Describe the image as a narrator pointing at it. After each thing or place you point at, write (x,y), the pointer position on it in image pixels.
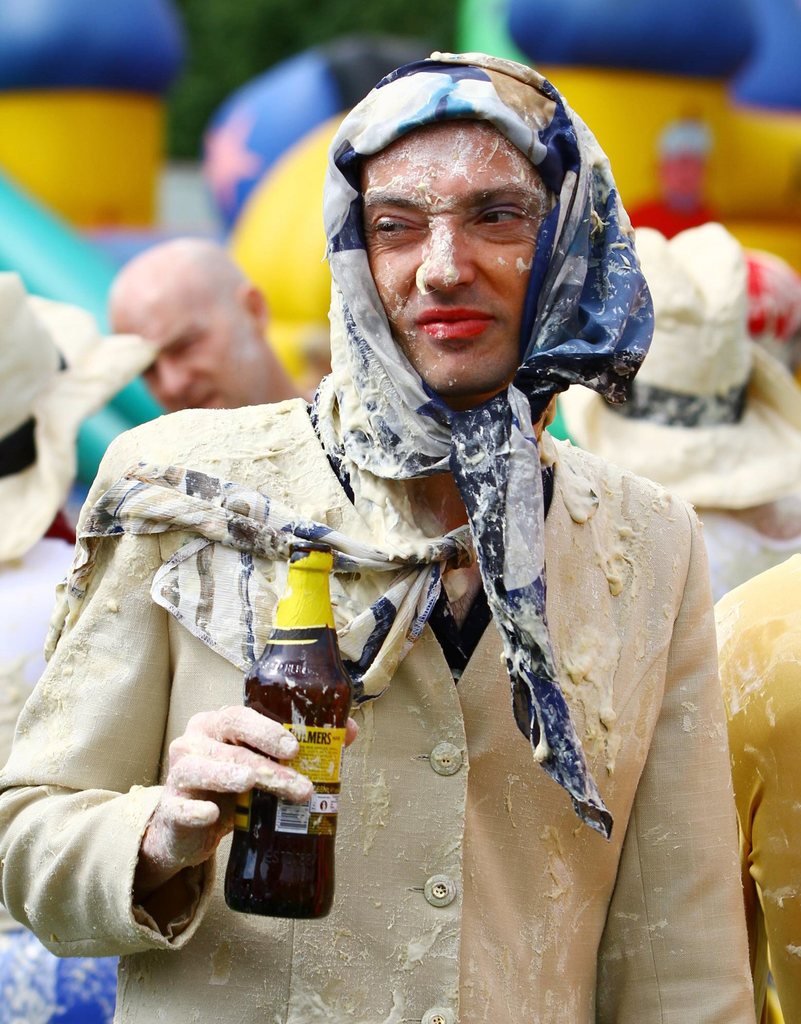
In the middle of the image (468,488) a man (618,509) is holding a bottle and he wear a scarf (556,245). Behind him few people (777,305) are standing.
